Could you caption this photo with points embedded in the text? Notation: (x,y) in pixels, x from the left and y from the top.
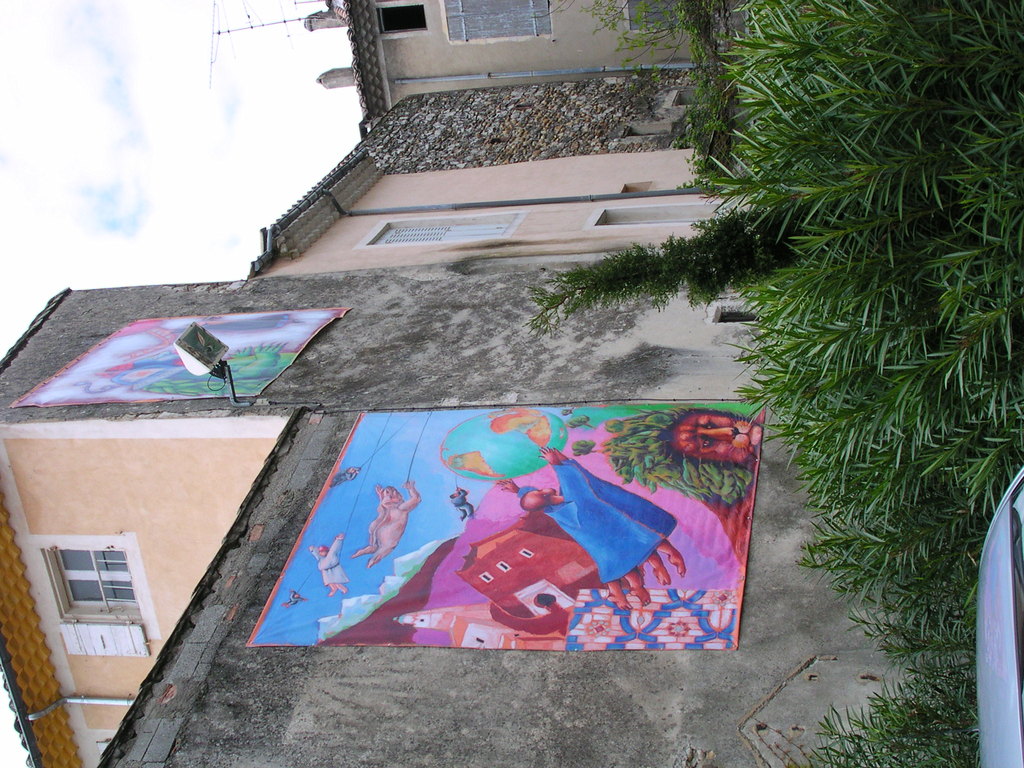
In this image there is a vehicle (1012,602), grass (872,346), plants (761,352), buildings (348,295), light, banners (453,616) on the building (315,416), antenna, sky (225,44).
